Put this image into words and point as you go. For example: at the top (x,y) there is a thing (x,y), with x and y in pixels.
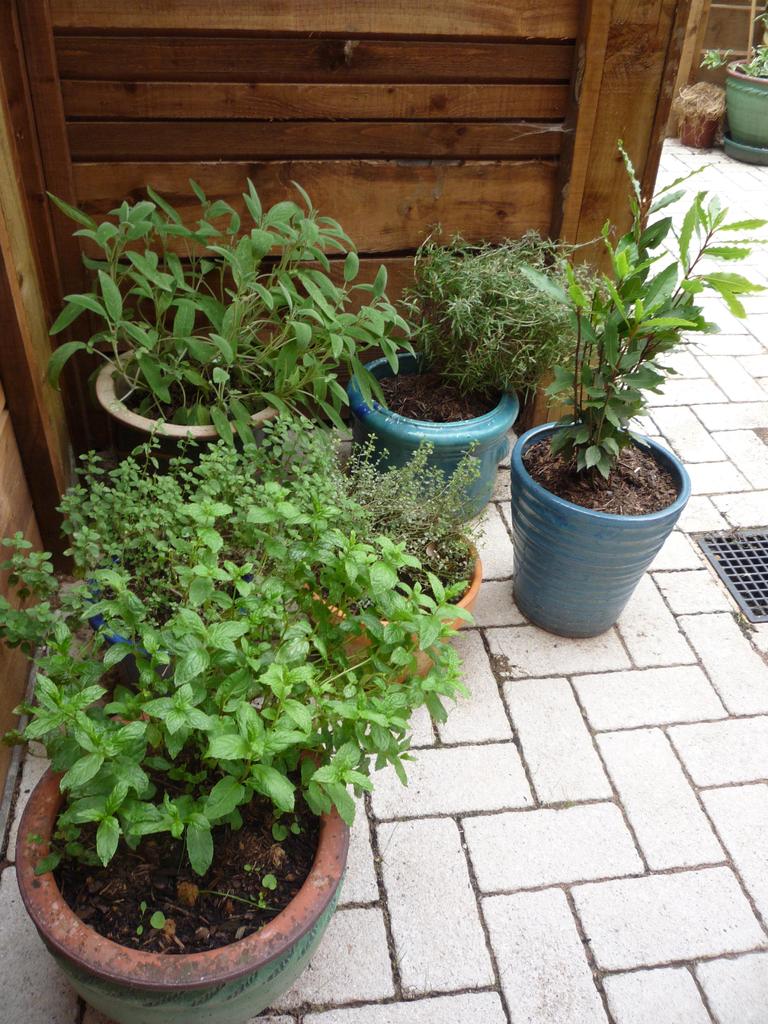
In this image I can see flower pots (428,397) and plants (563,359) kept on the flower pots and I can see the wooden fence (644,66).
